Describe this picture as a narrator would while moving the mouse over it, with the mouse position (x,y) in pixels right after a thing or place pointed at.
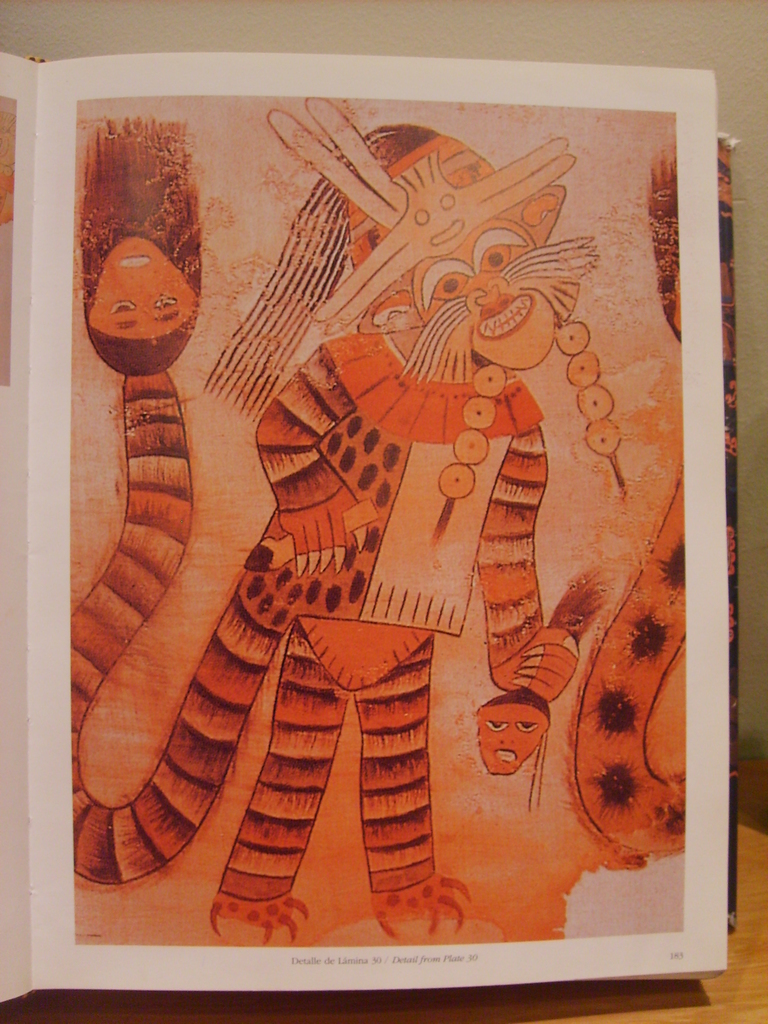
In this image I can see the paintings (536,505) in a book (544,473) and a wall (736,41). This image is taken may be in a room (756,1001).
